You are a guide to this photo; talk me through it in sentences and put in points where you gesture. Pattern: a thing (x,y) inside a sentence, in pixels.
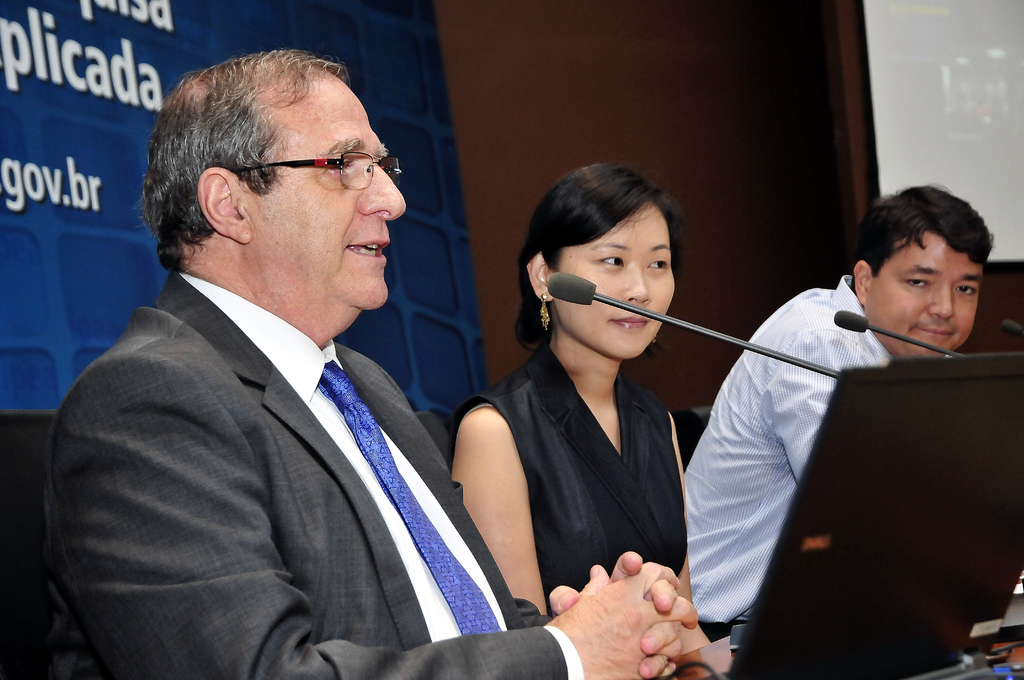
In this picture I can observe three members (551,448) sitting in the chairs (32,503) in front of a table (699,668). Two of them are men (911,249) and one of them is a woman (581,387). In front of them there are mics (830,369) and screens (840,503) on the table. In the background (611,138) there is a blue color poster (105,246) and a wall (811,212).
